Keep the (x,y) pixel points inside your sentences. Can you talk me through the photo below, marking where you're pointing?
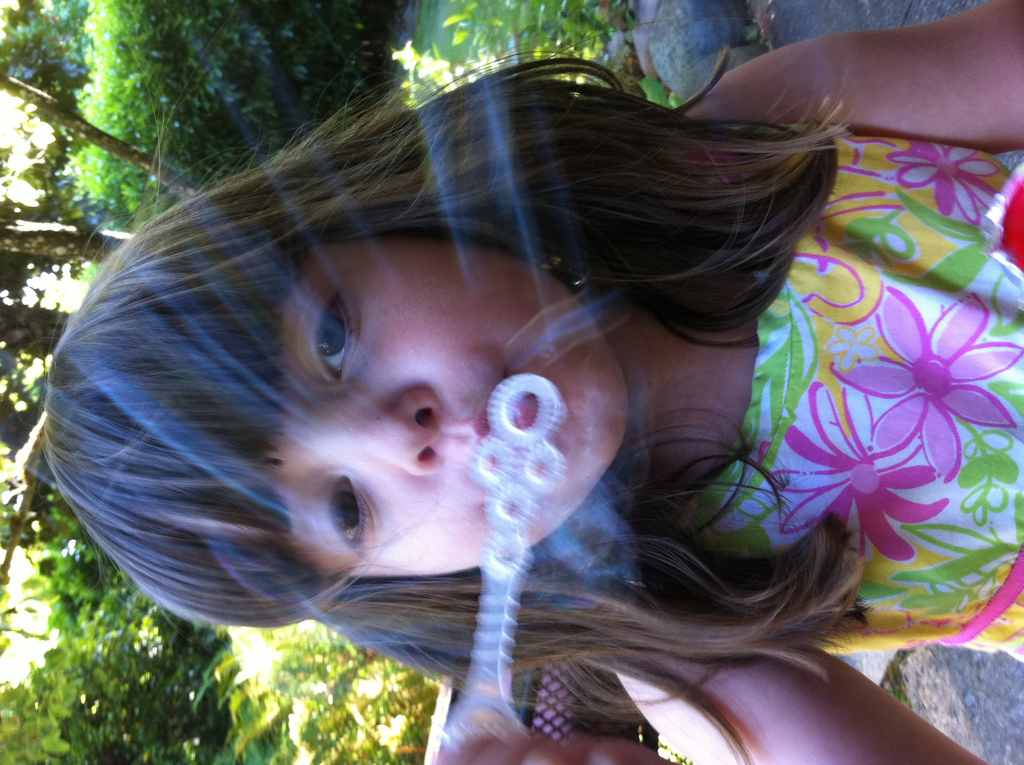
In the picture there is a girl (627,457), she is blowing a bubble (603,542), there are trees (310,77) behind her.
